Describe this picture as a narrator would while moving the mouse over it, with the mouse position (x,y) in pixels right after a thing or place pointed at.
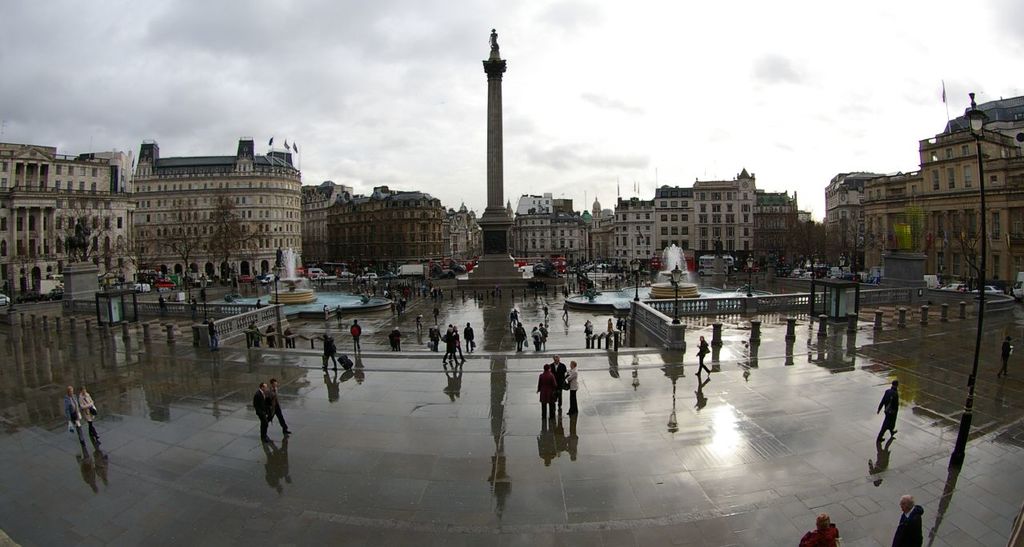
These are the buildings (430,221). This looks like a tower (501,246). I can see groups of people (260,410) walking. This looks like a light pole (983,228). I can see the water fountains (670,292). This is the sky (430,147). These are the vehicles (321,275). This looks like a sculpture (89,255), which is on a pillar (78,277). I can see a statue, which is at the top of a tower (489,217).
